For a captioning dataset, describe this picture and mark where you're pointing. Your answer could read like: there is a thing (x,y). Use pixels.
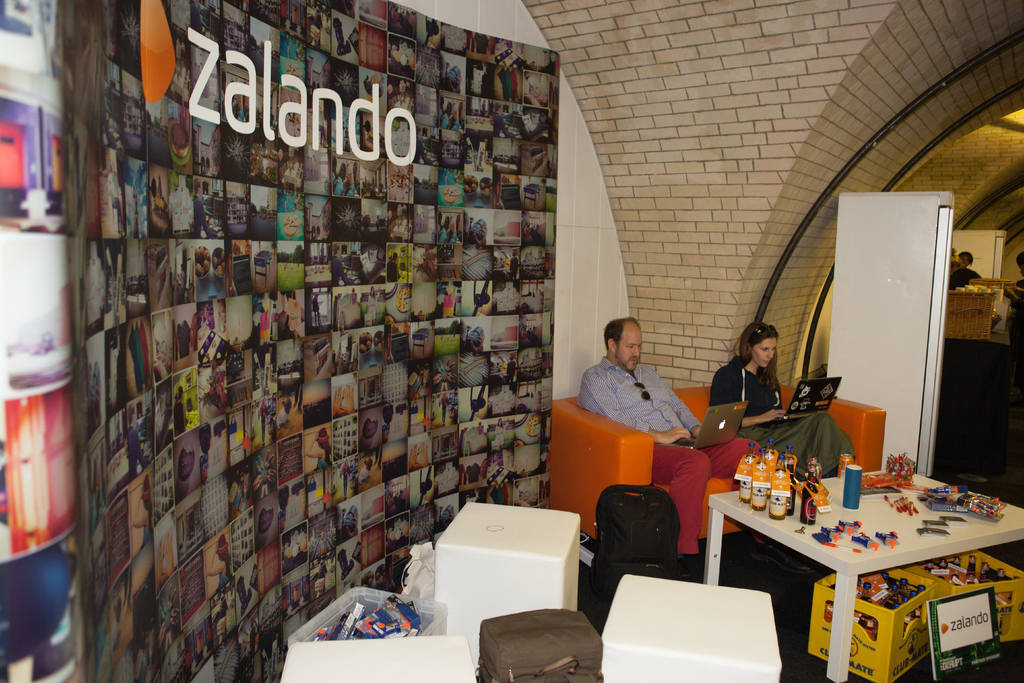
In the picture I can see an object (270,366) which has few photographs (302,299) and some thing written on it and there are few objects (489,622) placed in front of it and there are two persons (655,395) sitting in a sofa (702,392) and operating a laptop (727,415) in front of them and there is a table (883,507) which has few objects (867,488) placed on it in the right corner (966,490).
